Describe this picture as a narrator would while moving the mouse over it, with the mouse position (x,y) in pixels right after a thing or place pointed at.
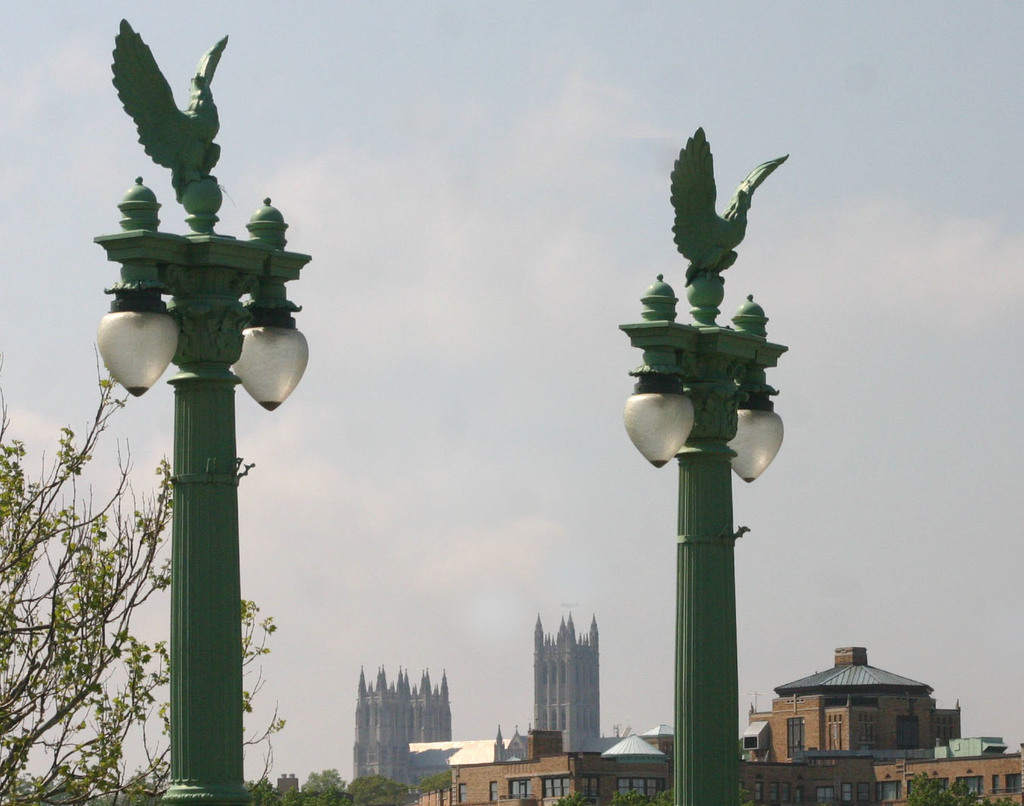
In this image there are two poles (696,580) in the middle (677,366). There are two lights (137,336) on each pole (718,443). There is a bird statue (200,157) above the poles (730,330). In the background (430,732) there are buildings (559,682). On the left side (68,600) there is a tree (85,569). At the top (467,87) there is the sky (88,484).
